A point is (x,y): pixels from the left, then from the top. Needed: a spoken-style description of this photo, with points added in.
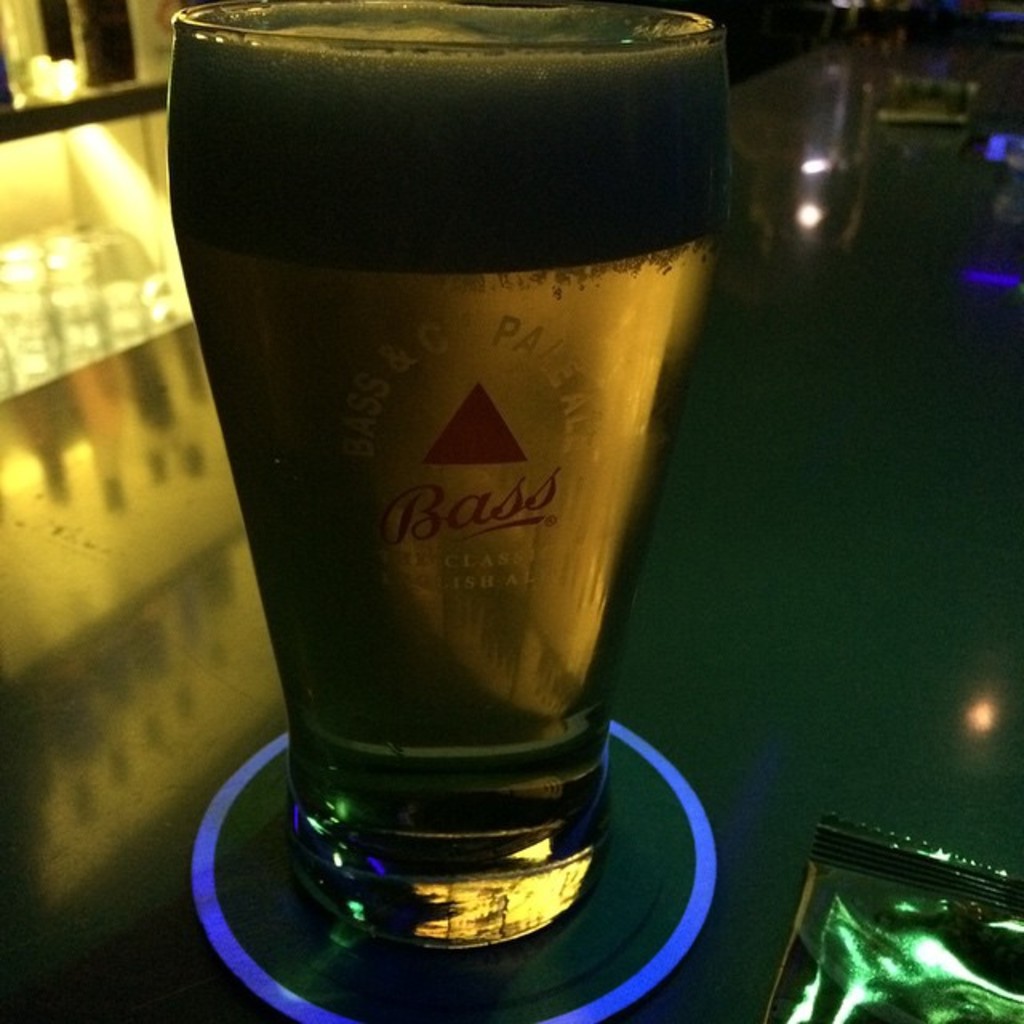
In the center of the image (445,386) there is a beverage (425,426) in a glass (445,444) placed on the table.
